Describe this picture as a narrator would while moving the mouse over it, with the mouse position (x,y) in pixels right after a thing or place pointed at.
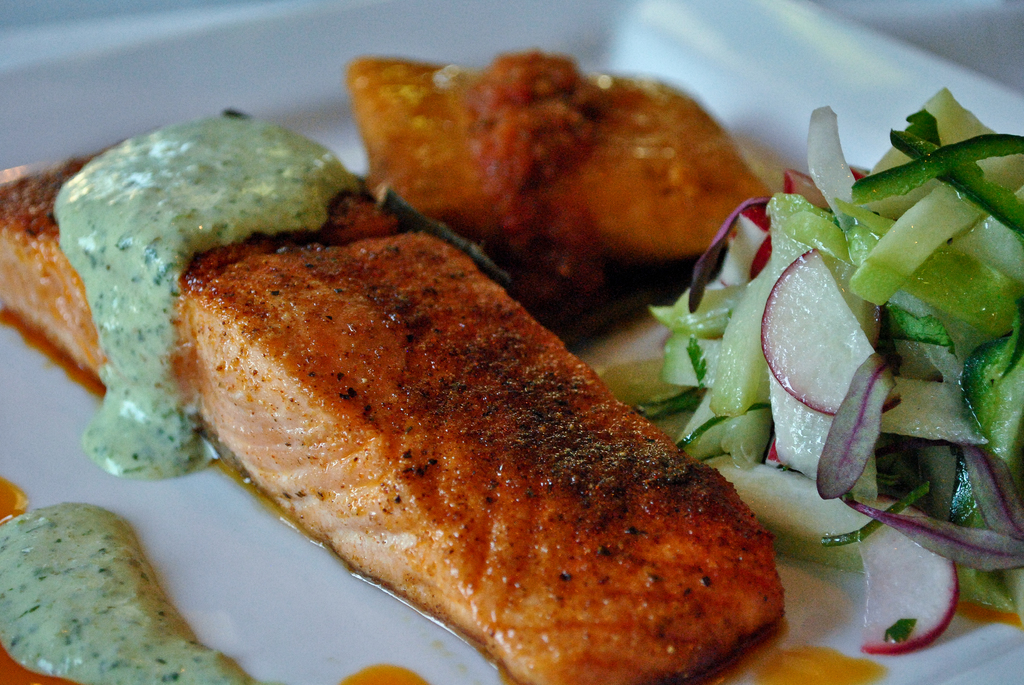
The picture consists of a dish (443,234) served in a plate (53,130).
